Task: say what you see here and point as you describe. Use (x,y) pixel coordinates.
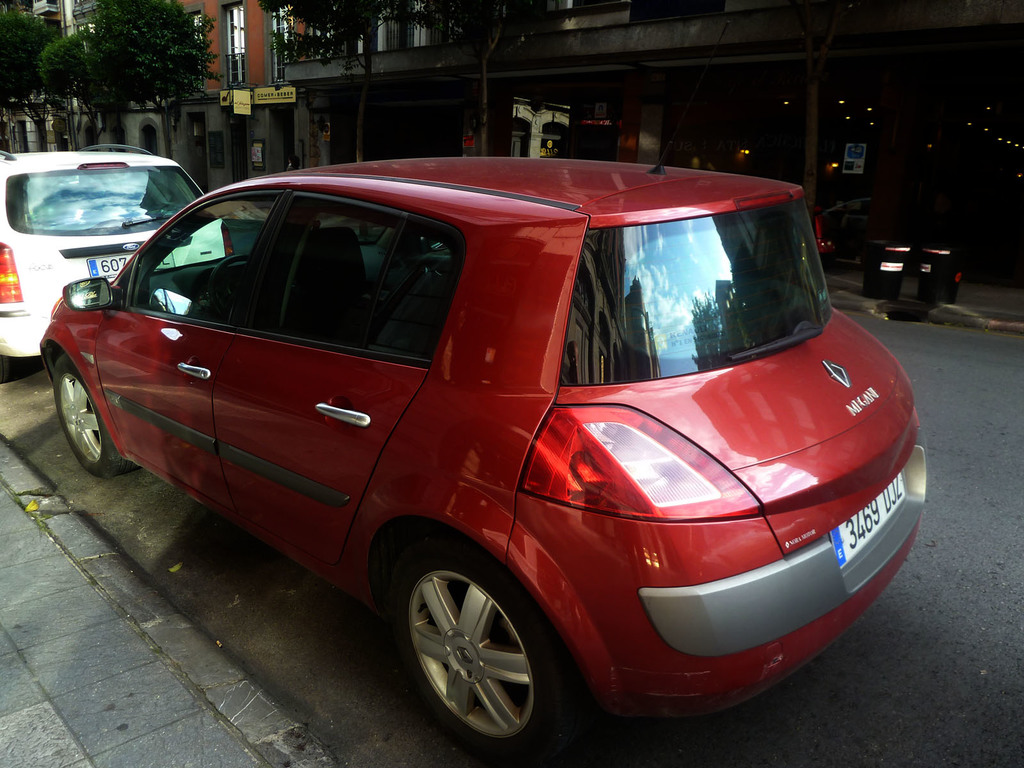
In this image there is a red color car (662,527) on the road (795,678). Before it there is a white color car (65,263). Few trees (112,88) are on the pavement (958,307). Behind there are few buildings (387,71). Two dustbins (894,258) are on the pavement (960,294).
